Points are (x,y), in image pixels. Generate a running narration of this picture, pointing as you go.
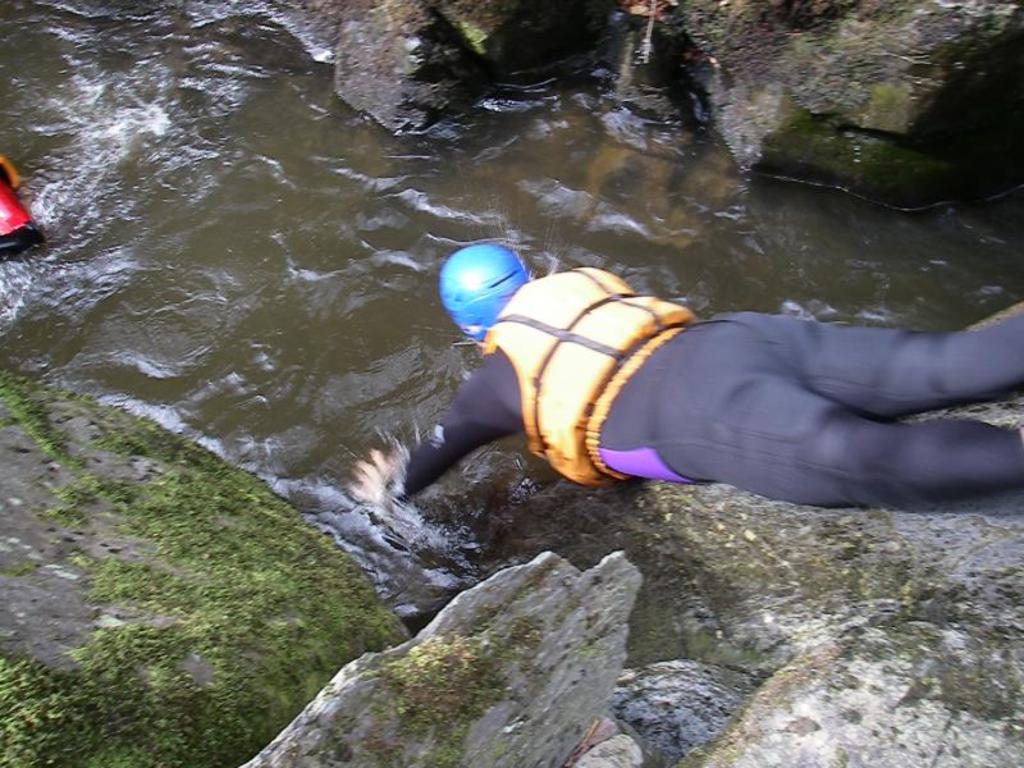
As we can see in the image there is a river (757,209) in which the man (484,341) is diving and beside it there are rocks (652,605). The man (505,281) is wearing blue helmet (508,279), life jacket (570,334) which is in orange colour and a track suit (516,417) which is in black colour.
